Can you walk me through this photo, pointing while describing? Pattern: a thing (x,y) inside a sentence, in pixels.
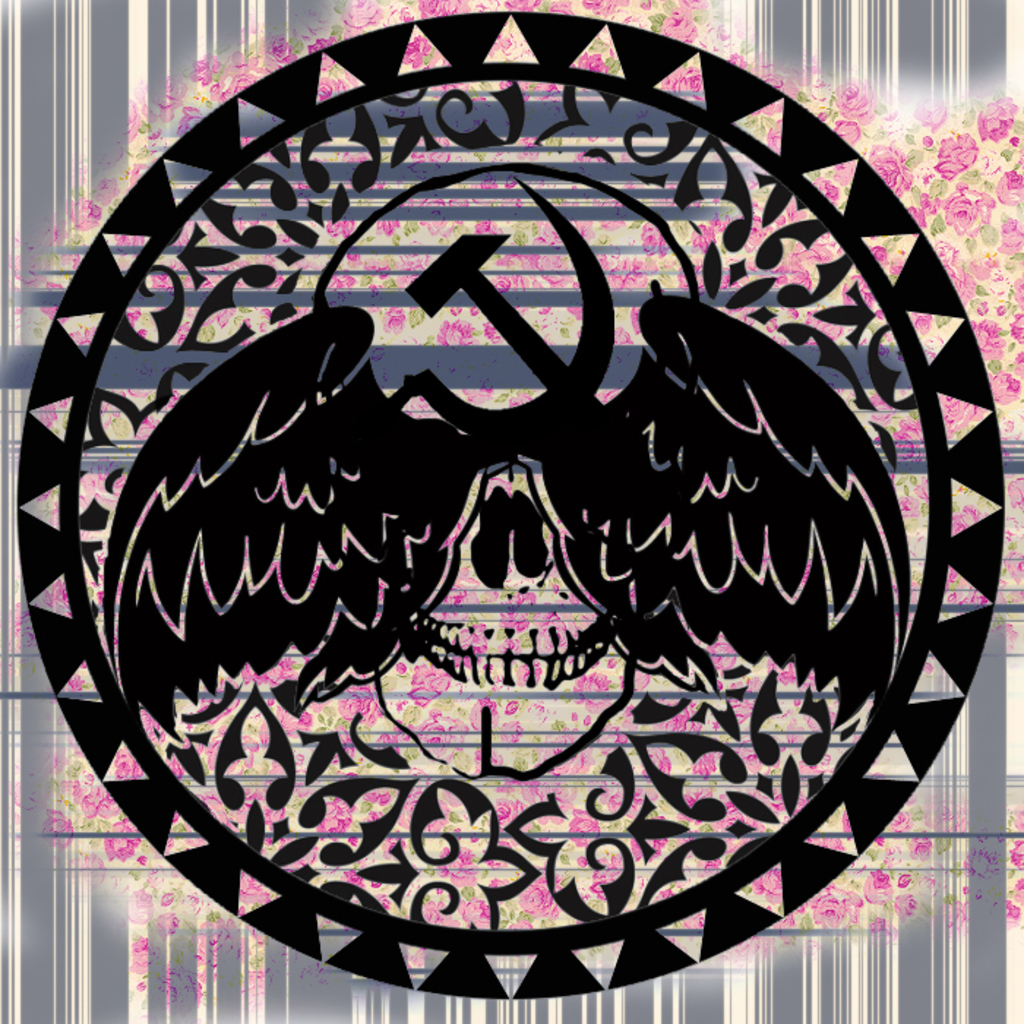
In this image there is a symbol (370,639).
